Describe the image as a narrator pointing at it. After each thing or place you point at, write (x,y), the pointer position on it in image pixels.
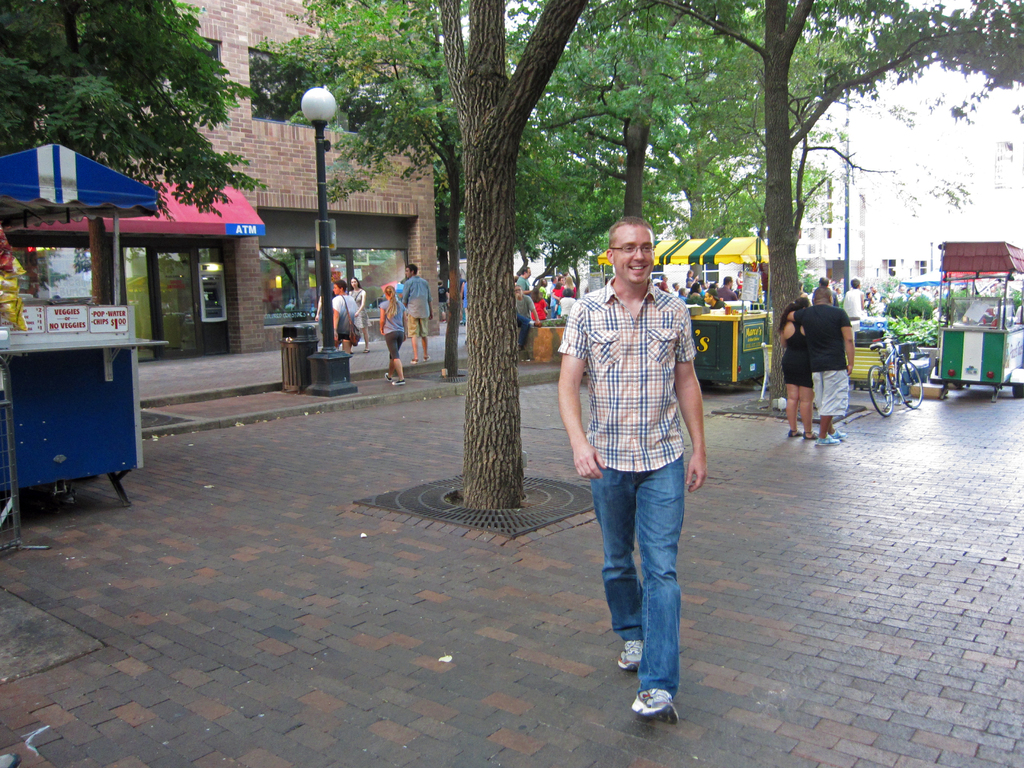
In the center of the image (613,400) we can see a man (615,481) is walking. In the background of the image (978,377) we can see the buildings (1005,204), electric light poles (318,361), trees (478,215), boards (50,318), tents (123,181), carts (982,347), bicycles (895,346), plants (911,321), bin (304,355) and some persons (385,376). At the bottom of the image (380,605) we can see the ground (543,558).
